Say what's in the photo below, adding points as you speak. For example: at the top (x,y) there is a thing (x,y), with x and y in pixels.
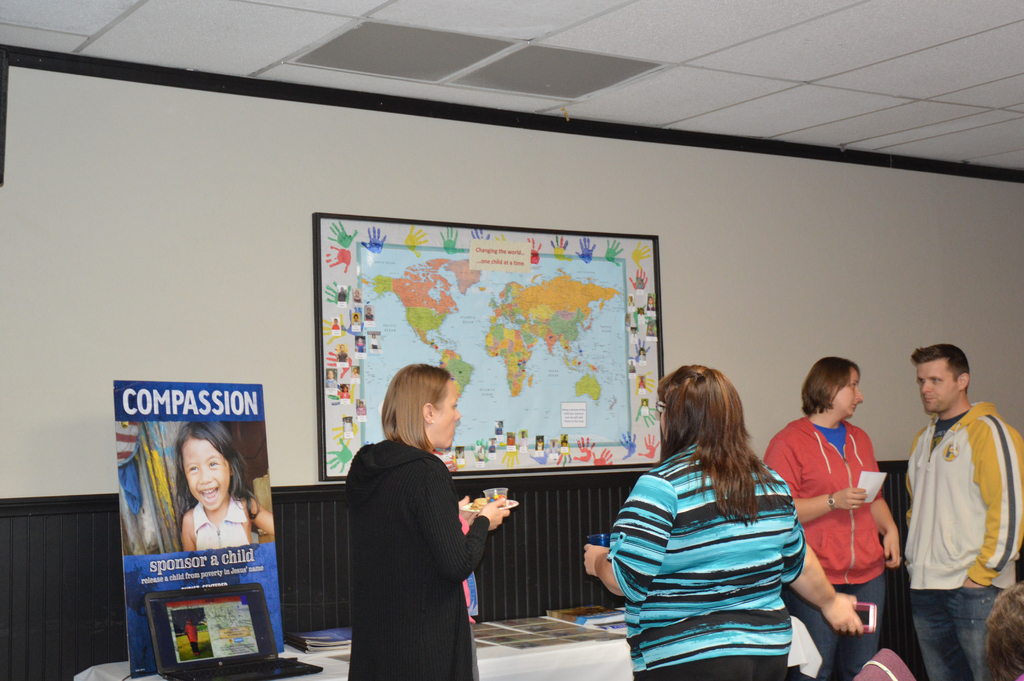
In the image we can see there are people (454,531) standing on the floor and there is a woman (454,531) holding plate (516,502) in her hand (499,511). There is another woman (701,553) holding mobile phone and glass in her hand (599,556). Behind there is a person (850,524) holding paper (869,493) in her hand (858,499) and there is a world map (590,297) kept on the photo frame (556,261) and there are handprints (637,250) on the photo frame (622,268). The photo frame (546,466) is on the wall (526,525), there is a banner (196,548) and laptop (248,631) on the table (303,657).
